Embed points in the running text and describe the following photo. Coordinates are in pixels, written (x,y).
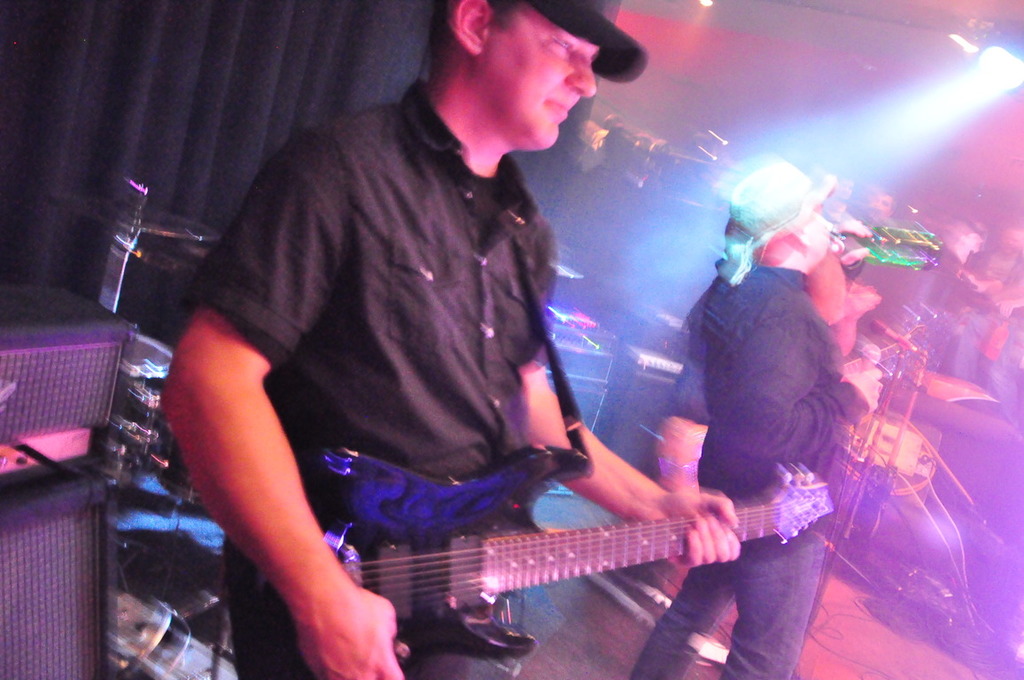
This picture shows a man (300,570) standing and playing guitar (468,484) and we see a man (744,400), singing with the help of a microphone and drinking water (909,228) we see a light (989,56) on the roof (948,41).
